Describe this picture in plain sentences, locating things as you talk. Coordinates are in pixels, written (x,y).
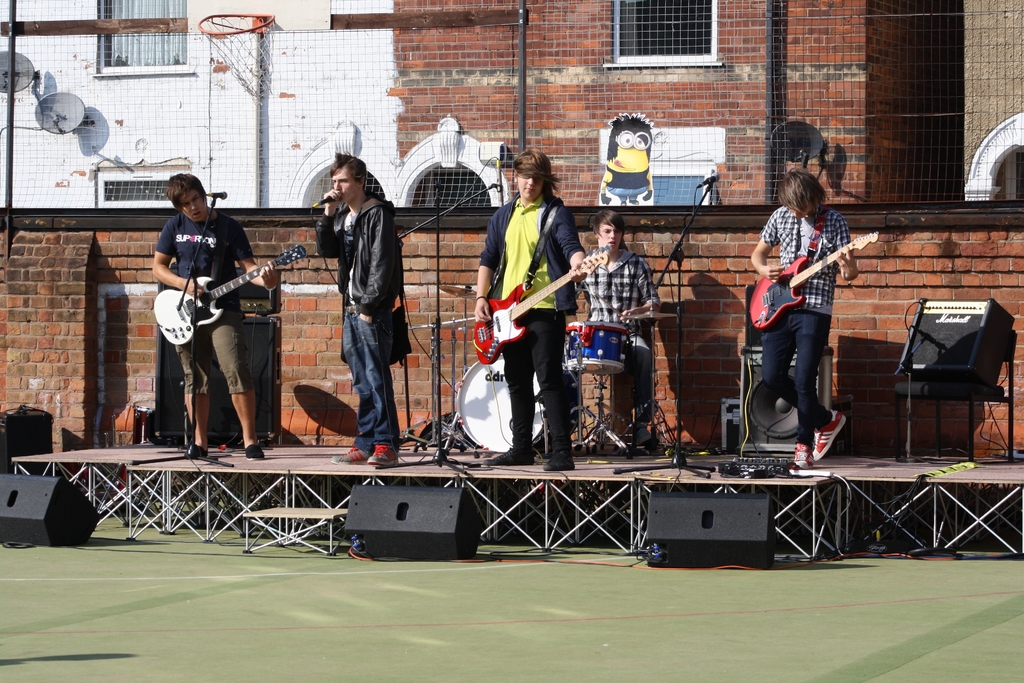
In this picture we can see some persons (809,452) are standing on the stage (316,463). They are playing guitar (595,267). Here we can see a man (599,244) who is playing drums (595,367). This is wall (91,287). On the background (469,82) there is a building (718,78) and this is pole (519,63).
